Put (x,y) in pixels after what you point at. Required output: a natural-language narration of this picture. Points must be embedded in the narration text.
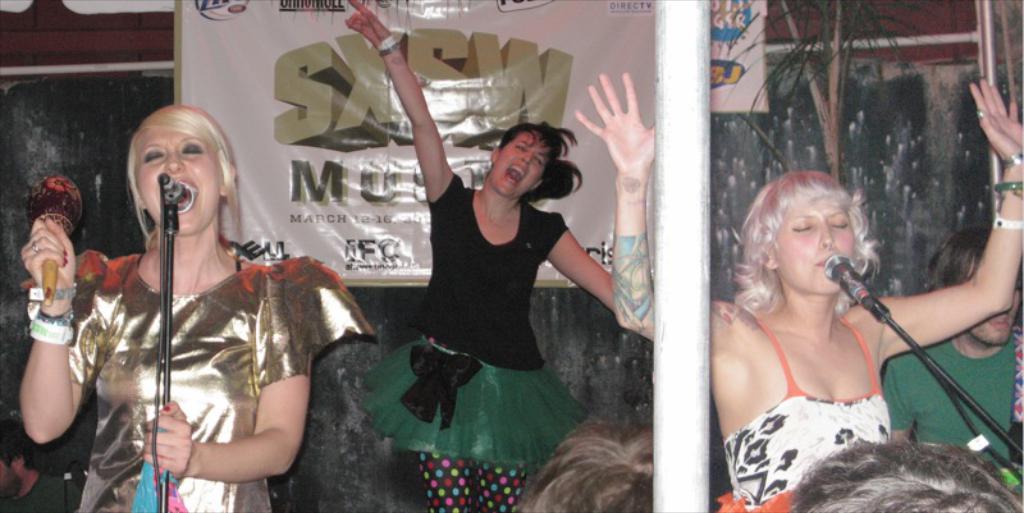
In this image, there are two persons (768,348) wearing clothes (225,327) and singing in mics (173,201). The person (149,294) who is on the left side of the image (104,258) holding a musical instrument (73,225) with her hand (39,249). There is an another person (467,220) in the middle of the image (483,215) standing in front of the banner (386,184).
